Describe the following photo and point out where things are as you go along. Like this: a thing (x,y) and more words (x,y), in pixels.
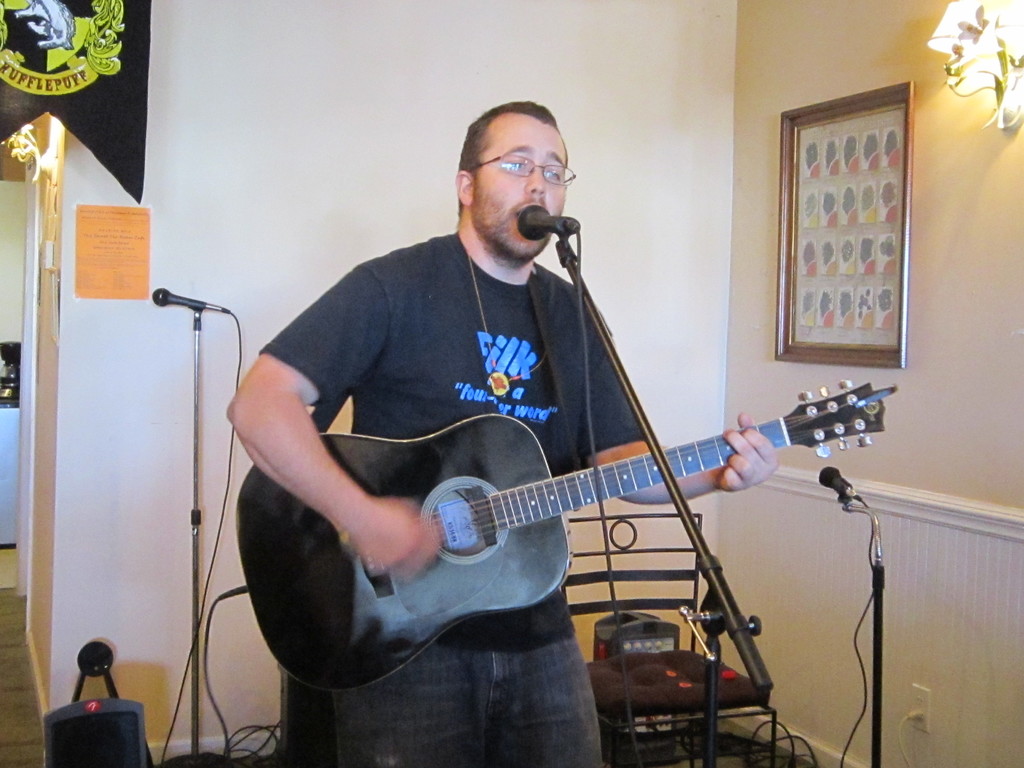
The image is inside the room (520,546). In the image there is a man (444,315) who is holding his guitar (454,506) in front of a microphone (537,236) and opened his mouth (519,216) for singing. On left side of the image (200,309) there is another microphone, speakers (88,733), paper (127,271) and a flag (108,140) on right side (864,252) there is a frame (879,247), lights (983,22), switch board (923,710), chair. In center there is a wall (418,45) which is in cream color.
